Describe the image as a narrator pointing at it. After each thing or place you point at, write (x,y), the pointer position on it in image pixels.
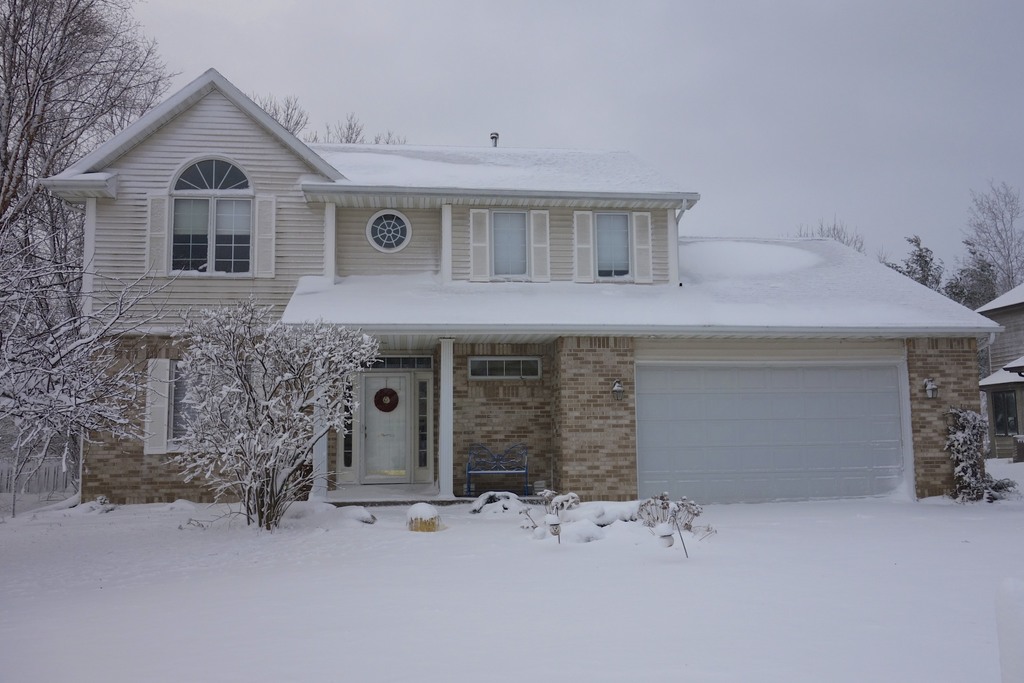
At the bottom of the image (287,674) there is snow (492,507). In the middle of the image (519,337) there are some plants (985,491) and house (356,175). Behind them there are some trees (8,206). At the top of the image (827,153) there is sky (484,40).
